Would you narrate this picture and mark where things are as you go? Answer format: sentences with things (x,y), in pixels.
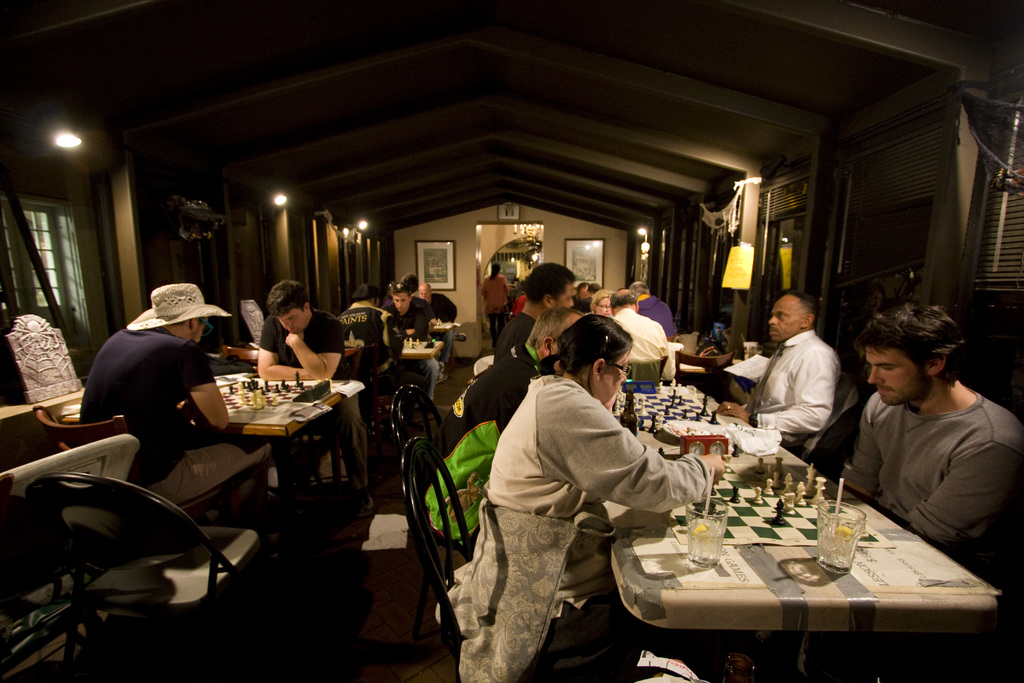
Here we can see a group of people (514,361) sitting on the chair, and in front (789,497) here is the table (795,580) and glass (712,538) and some objects (729,531) on it, and here is the wall (431,238) and photo frame (449,258) on it, and at side here is the door (506,249).
